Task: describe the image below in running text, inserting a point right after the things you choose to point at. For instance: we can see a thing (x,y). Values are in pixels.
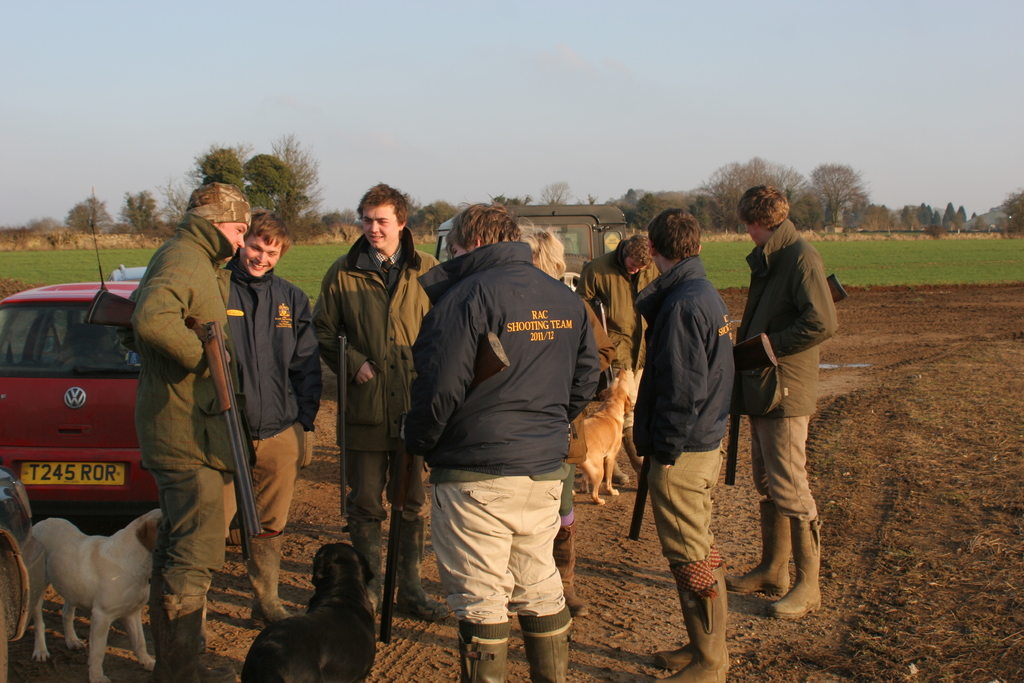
Here we can see group of people (259,384) Standing and some people (237,391) are carrying Rifles (218,364) in their hand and there are dogs (598,452) and there is a car (133,290) present there are trees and plants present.
